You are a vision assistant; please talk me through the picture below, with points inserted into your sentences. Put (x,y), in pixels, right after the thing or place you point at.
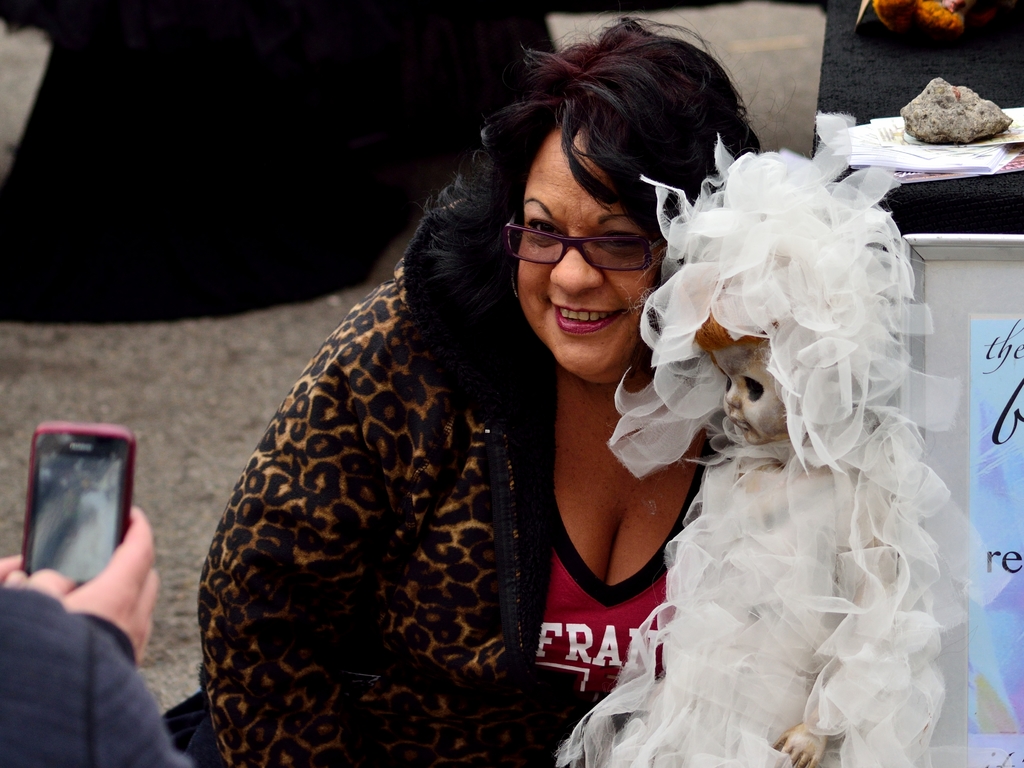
In the center of the image (529,344) we can see a lady (470,412) is sitting and wearing coat (452,392) and spectacle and holding a doll (739,568). In the bottom left corner (141,653) we can see a person (141,686) is holding a mobile (99,546). In the background of the image (239,7) we can see some persons (303,138). On the right side of the image (957,192) we can see a table (997,214). On the table (964,227) we can see the papers (952,152) and stone (932,120). In the background of the image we can see the ground (161,552).
